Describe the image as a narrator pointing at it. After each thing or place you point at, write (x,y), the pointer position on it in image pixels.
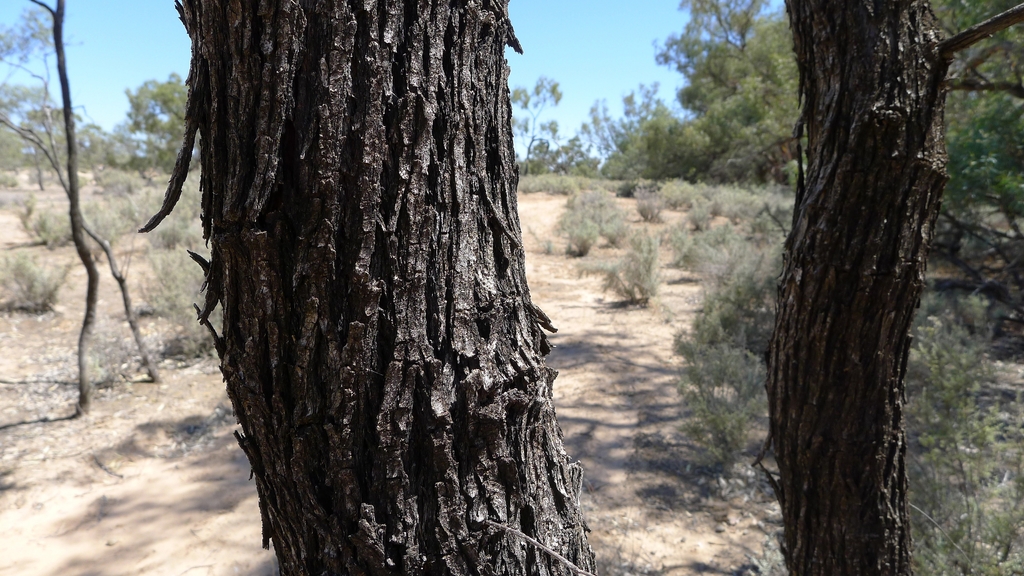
In this image there are trees (451,414) and we can see shrubs (675,186). In the background (593,151) there is sky (104,38).
